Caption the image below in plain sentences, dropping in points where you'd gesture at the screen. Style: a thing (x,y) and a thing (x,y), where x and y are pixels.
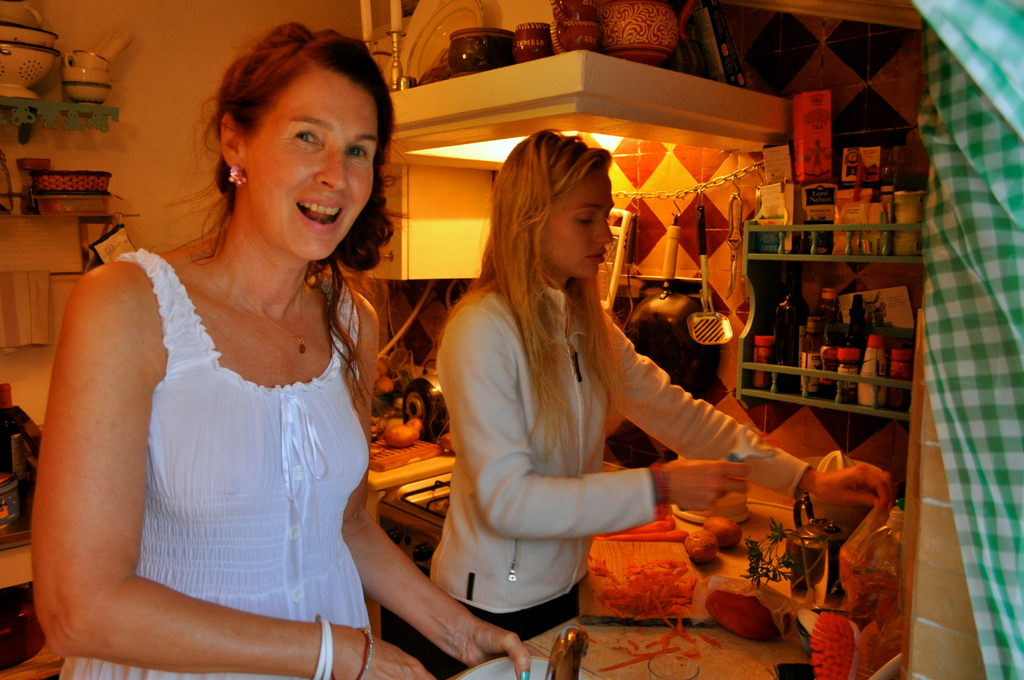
In this picture there is a woman (261,262) with white dress (246,446) is standing and holding the object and she might be talking and there is a woman (553,277) standing and holding the object (868,536). There are bottles (802,370) in the shelf (815,371) and there are objects (776,627) and there is a stove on the table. There are ceramic objects (514,57) in shelf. On the right side of the image (999,487) there is a cloth (1014,388). At the back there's a light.
